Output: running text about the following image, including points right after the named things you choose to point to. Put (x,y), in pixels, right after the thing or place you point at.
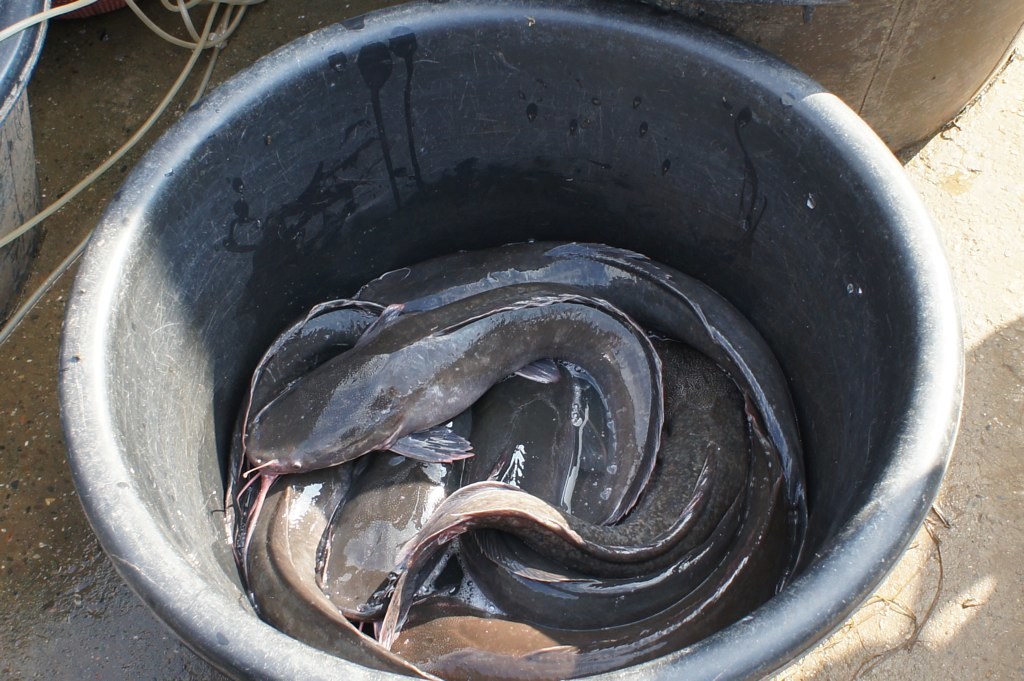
In this image we can see fishes (671,404) in a black color tub (357,21). At the bottom of the image (874,638) there is floor (120,629). To the left side of the image (34,303) there are wires (212,33).
